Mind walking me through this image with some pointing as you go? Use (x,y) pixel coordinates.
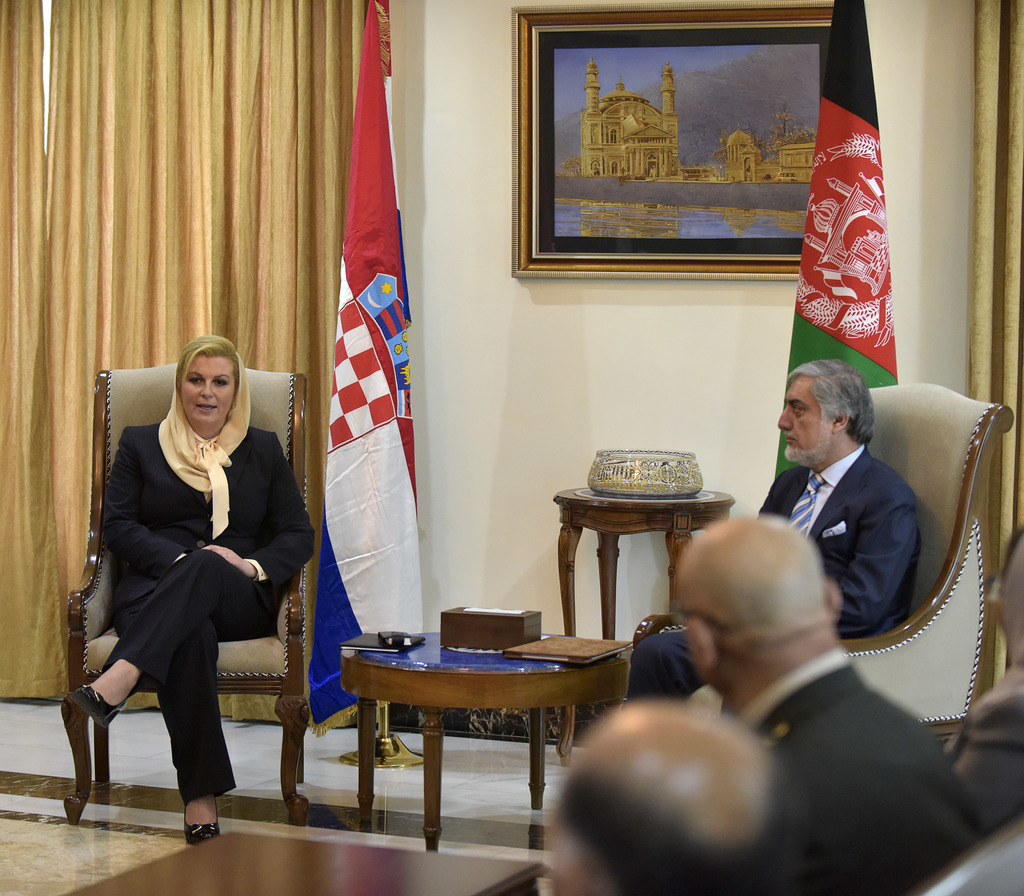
there are 5 people (730,652) in this image. 4 at the right side (795,552), 1 (251,452) at the left (203,526) are sitting on the chairs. behind them there are 2 flags (830,287). on the wall (793,298) there is a photo frame (614,170). on the right (1000,192) and left of the image (128,207) there are curtains (123,210).
